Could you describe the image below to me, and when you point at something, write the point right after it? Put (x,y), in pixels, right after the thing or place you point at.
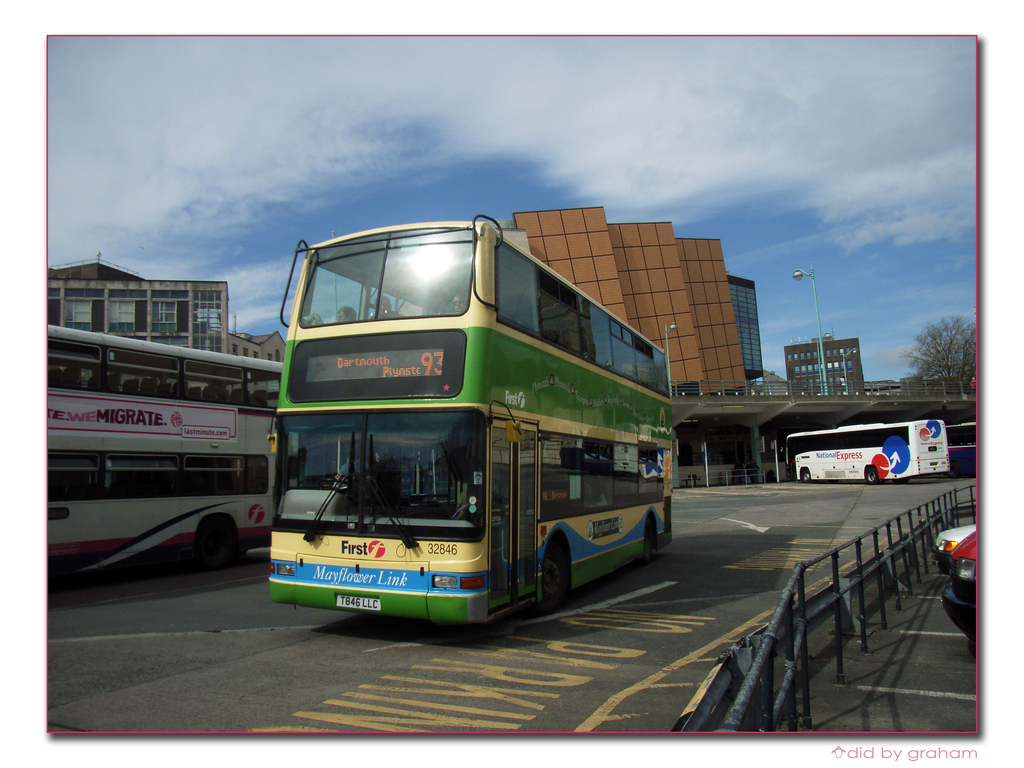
In the background (747,177) we can see a clear blue sky (476,114) with clouds (712,168), buildings (939,382). We can see buses (554,392) on the road (677,513). On the right side of the picture (859,560) we can see a railing (861,574).
